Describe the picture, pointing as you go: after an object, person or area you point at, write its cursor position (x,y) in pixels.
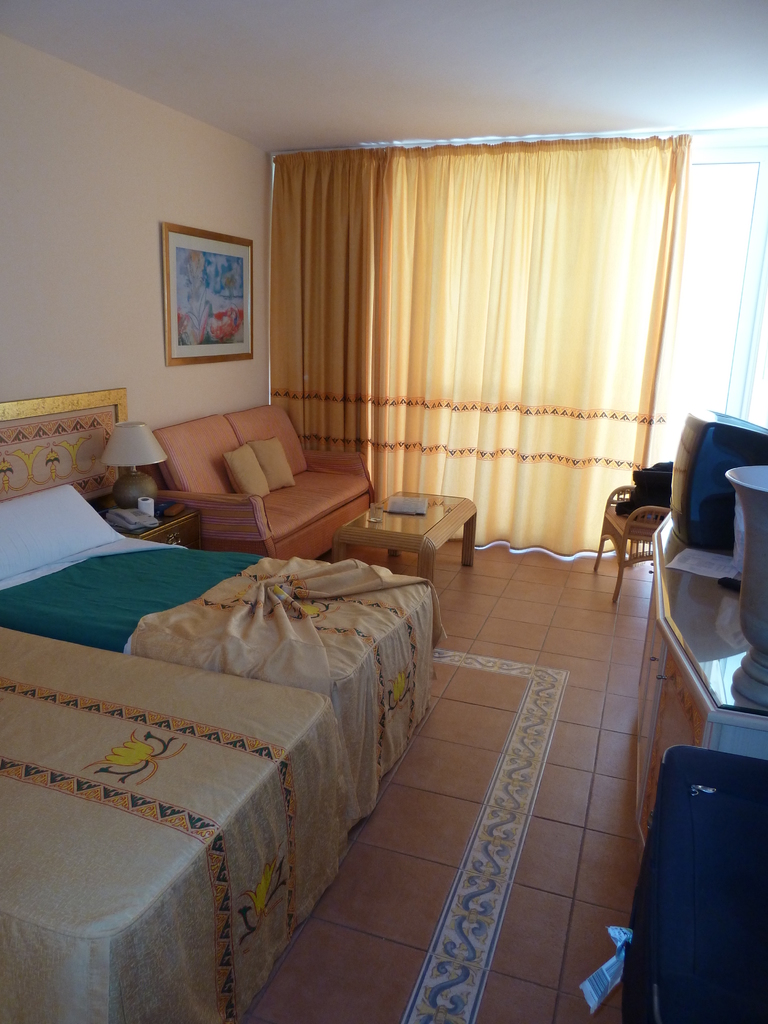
In this picture there is a room (607,853) where, there are two beds (44,472) one sofa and one table (363,513) at the left side of the image (227,572), there is a portrait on the wall (215,218) at the left side of the image (190,354), there is a curtain (616,178) at the center of the image (405,406) and there is another desk (732,702) at the right side of the image (685,707).
